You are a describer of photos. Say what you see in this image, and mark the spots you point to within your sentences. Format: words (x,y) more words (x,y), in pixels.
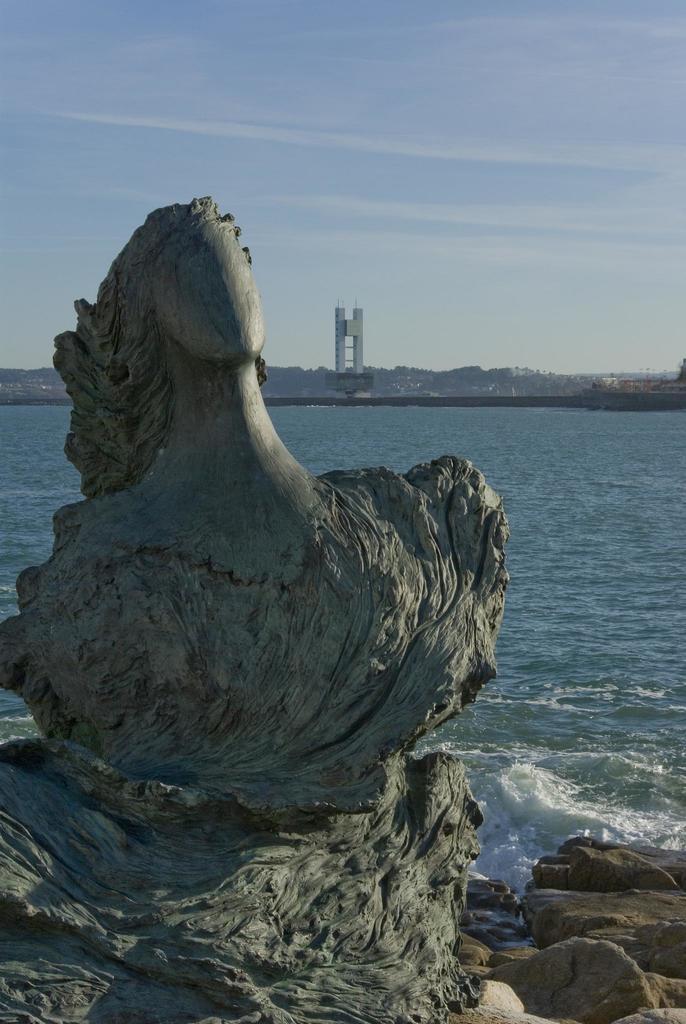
In the background (648,73) we can see the sky (427,124), hills (402,376) and a tower (342,371) is visible. In this picture we can see the carving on the stone (253,988), few rocks (595,940) and the sea (633,537).
